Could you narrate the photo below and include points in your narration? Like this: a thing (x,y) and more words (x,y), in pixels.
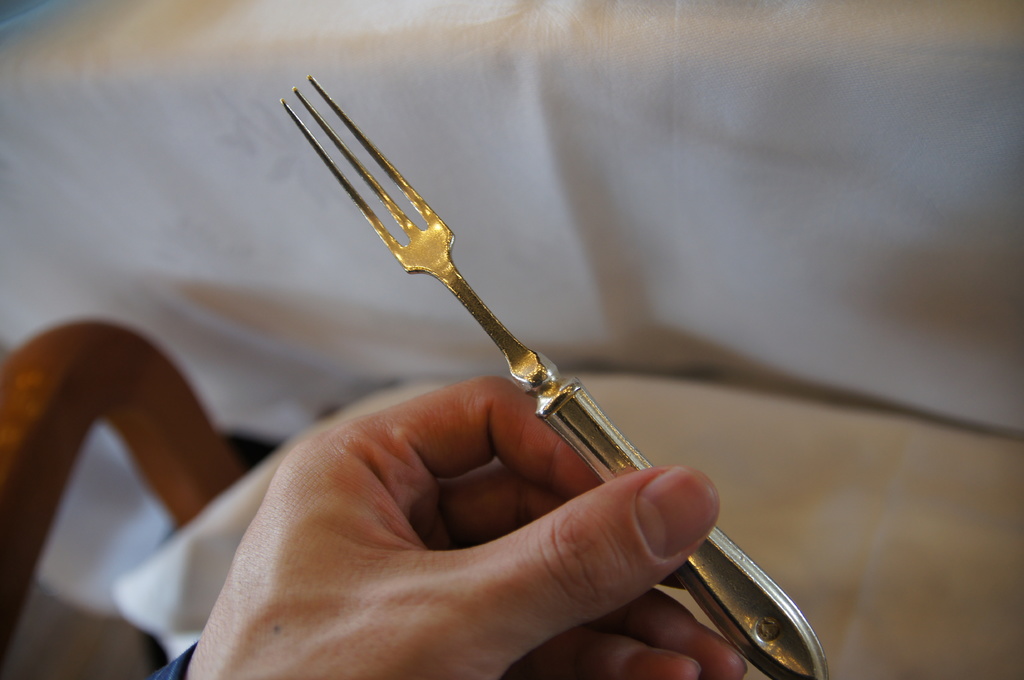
In this image in the front (399,497) there is a person (432,597) holding a fork (582,441) in his hand (552,468). In the background (509,153) there is a cloth (486,171) which is white in colour and on the left side (133,401) there is an object (73,415) which is brown in colour.
